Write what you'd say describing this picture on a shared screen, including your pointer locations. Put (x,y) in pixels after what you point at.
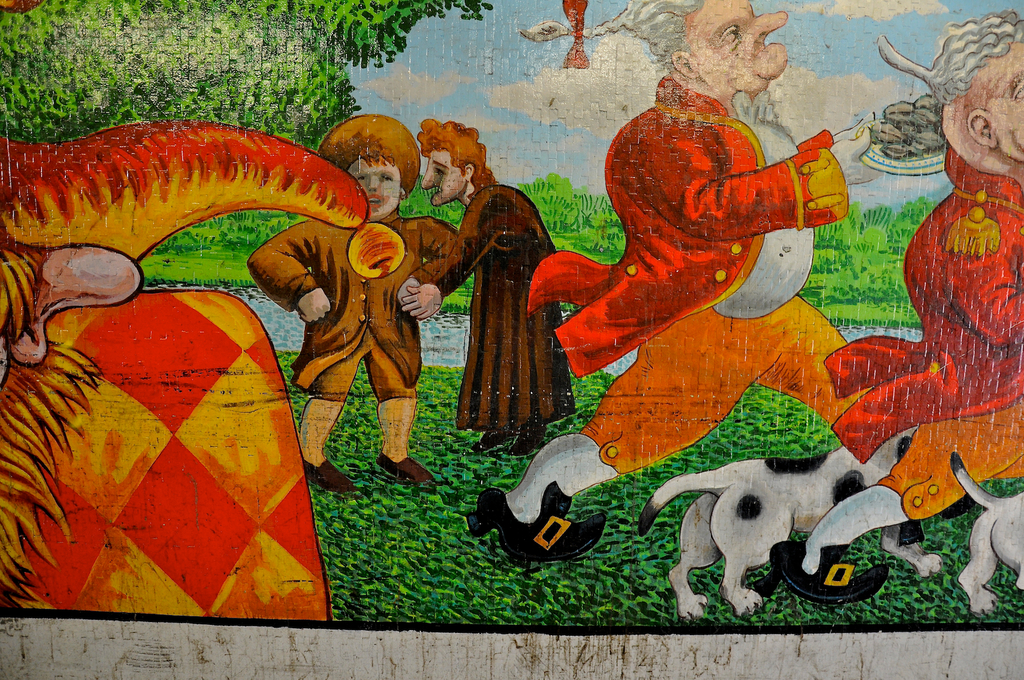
Here in this picture we can see a painting (417,263) present on the wall (413,255) over there and in that painting (339,400) we can see people (509,256) standing and walking and we can also see animals (728,499) present and we can also see plants (215,242) and trees (327,89) present and we can also see clouds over there.
